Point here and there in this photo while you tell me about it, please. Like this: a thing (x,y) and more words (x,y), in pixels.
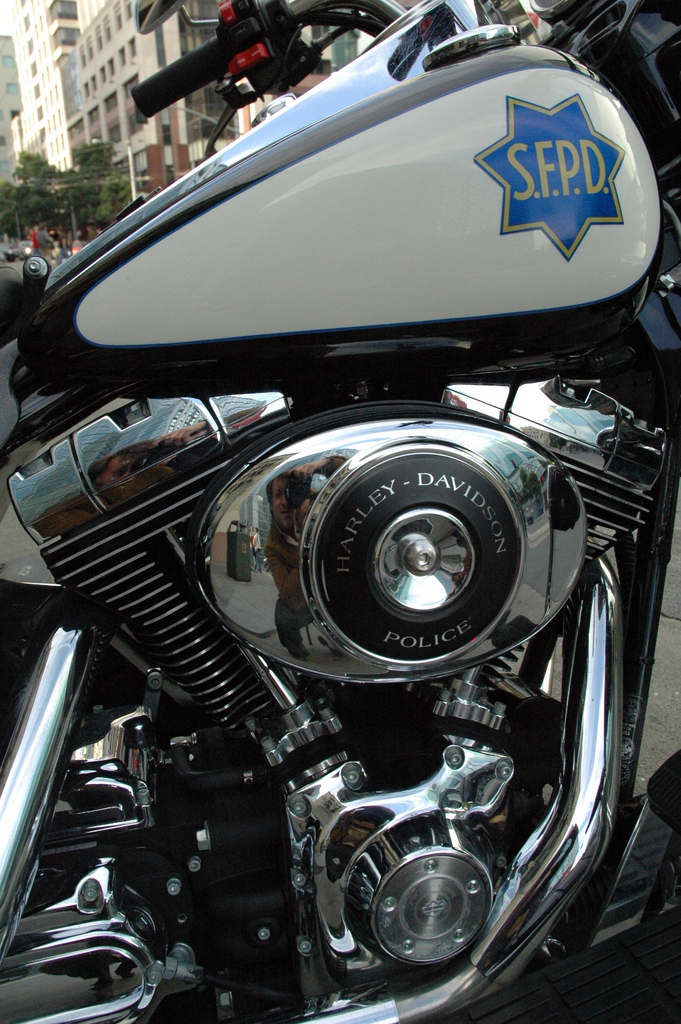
In this picture we see a bike (316,523) made of steel (386,444) and iron (334,658), behind which we have buildings (0,140) and trees (84,169).
